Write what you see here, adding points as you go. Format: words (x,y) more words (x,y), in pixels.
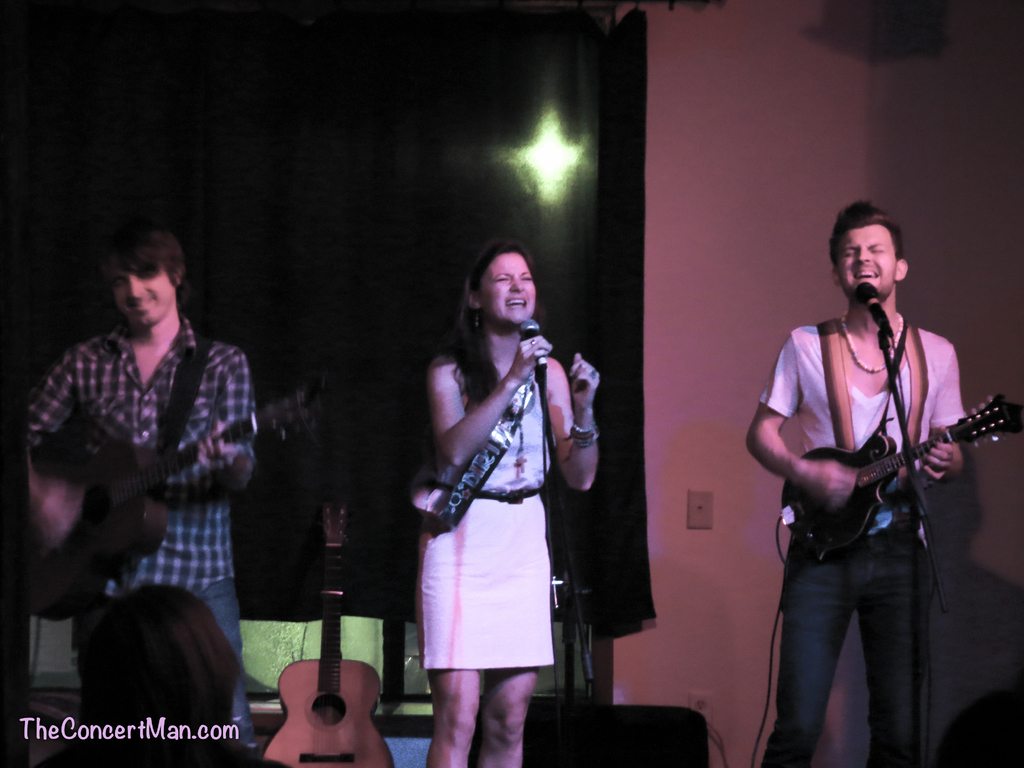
The image is taken in the music concert. There are three people (876,660) standing in the image. In the center (473,437) there is a lady (489,450) standing and holding a mic (536,331) in her hand (532,350) she is singing a song. On the left (225,437) there is a man (156,573) standing and playing guitar (141,529). On the right (808,654) there is another man (831,566) playing guitar (878,478) and singing a song. There is a mic (873,317) placed before him. In the background (756,145) there is a wall (752,123) and curtain (500,80).
